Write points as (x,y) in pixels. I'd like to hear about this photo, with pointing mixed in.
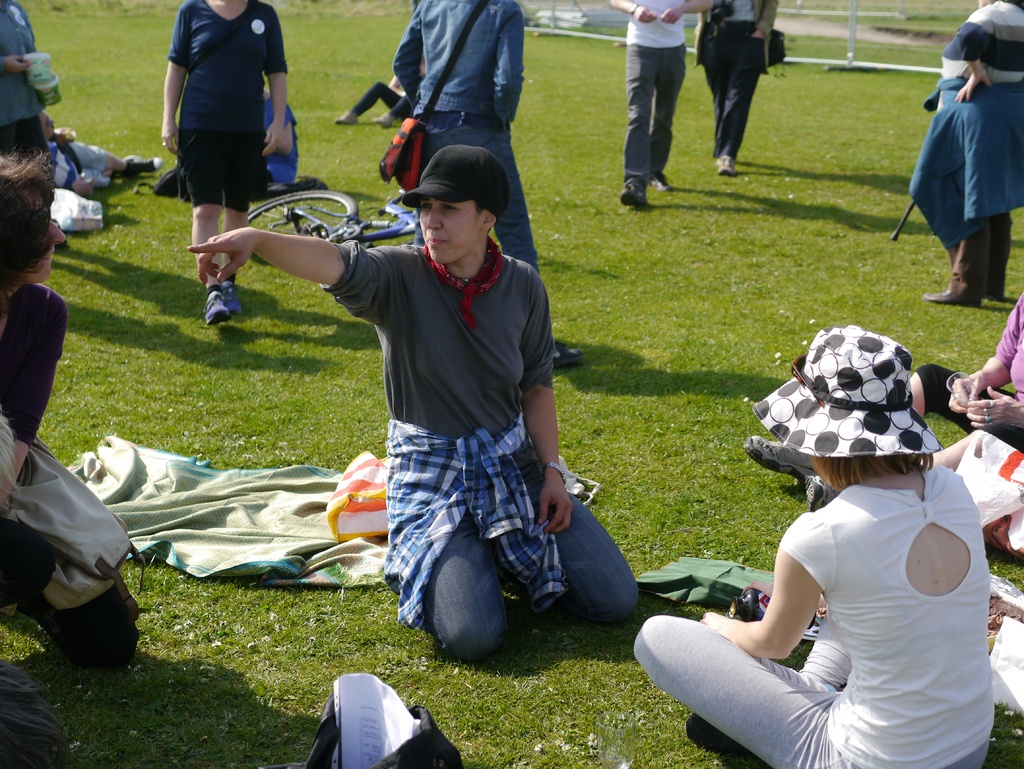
This image is taken outdoors. At the bottom of the image (404,675) there is a ground (304,651) with grass (872,129) on it. In the middle of the image (479,349) a man (436,219) is sitting on the ground (401,682) and there is a cloth (367,577) on the ground (81,404). On the left (56,360) and right sides of the image a few people (38,236) are sitting on the ground (65,95) and a few (1011,141) are standing on the ground (319,145). In the background (360,217) there is a bicycle (333,219) on the ground (545,153) and a few people (644,42) are walking on the ground (701,211).
